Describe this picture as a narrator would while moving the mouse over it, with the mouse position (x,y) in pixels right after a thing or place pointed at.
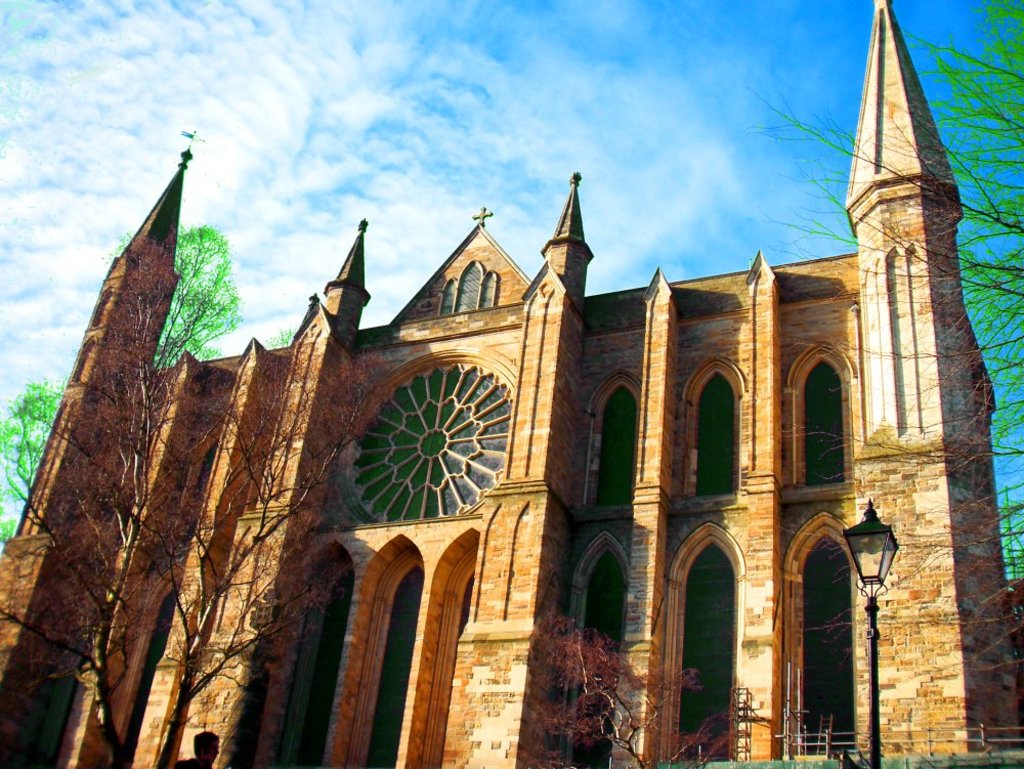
In this image I can see few trees (150,326) which are green and brown in color and a building (317,507) which is brown, black and cream in color. In the background (747,113) I can see the sky (385,137).
